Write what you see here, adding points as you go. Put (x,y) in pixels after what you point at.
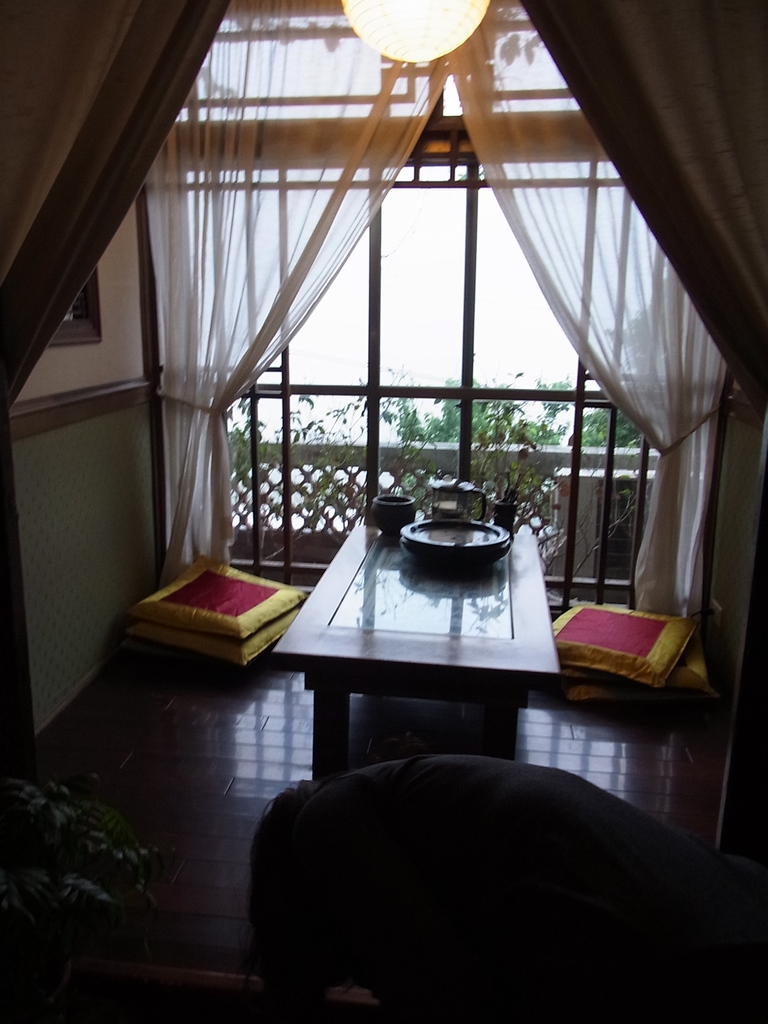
In this image we can see an inside view of a building (280,426), there is a table (391,648) and few objects (444,566) on the table (384,624), there are pillows (270,612) beside the table (394,635), on the right side (541,830) it looks like a person (496,840) and there is a light (411,15) on the top (397,18), there are few trees (481,424), a grille (492,395) and the sky (428,275) in the background (428,275).
